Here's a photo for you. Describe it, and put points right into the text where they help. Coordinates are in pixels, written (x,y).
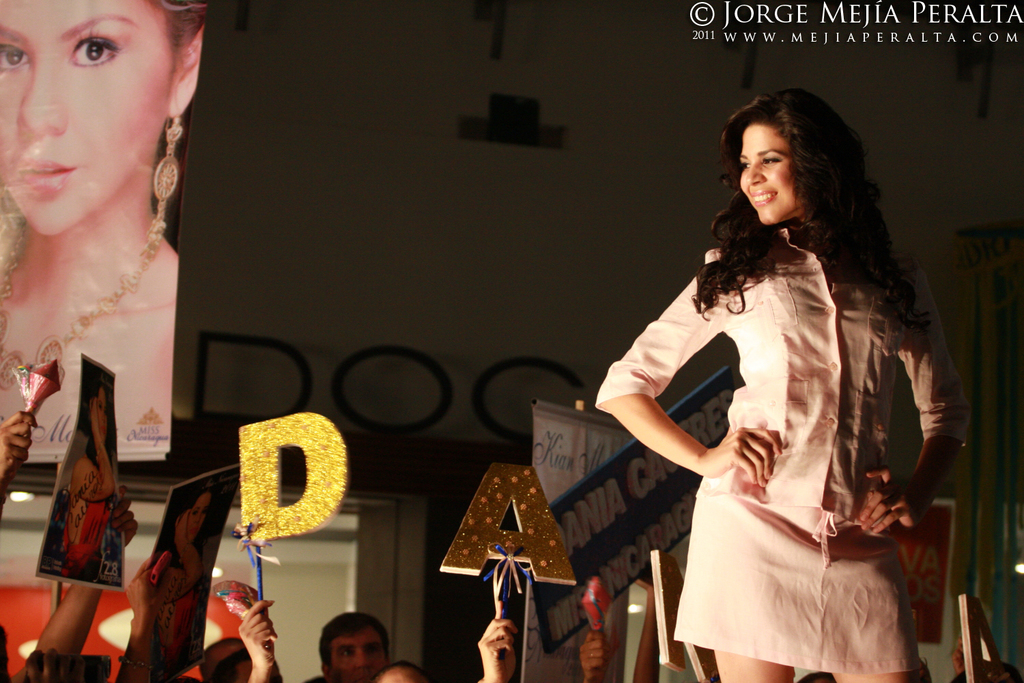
In this image there is a lady (778,494) standing, in the background (670,34) there are people (509,631) standing, holding posters (197,542) in their hands (493,628) and there is a wall (607,31), on the top right (992,12) there is some text (718,33).
